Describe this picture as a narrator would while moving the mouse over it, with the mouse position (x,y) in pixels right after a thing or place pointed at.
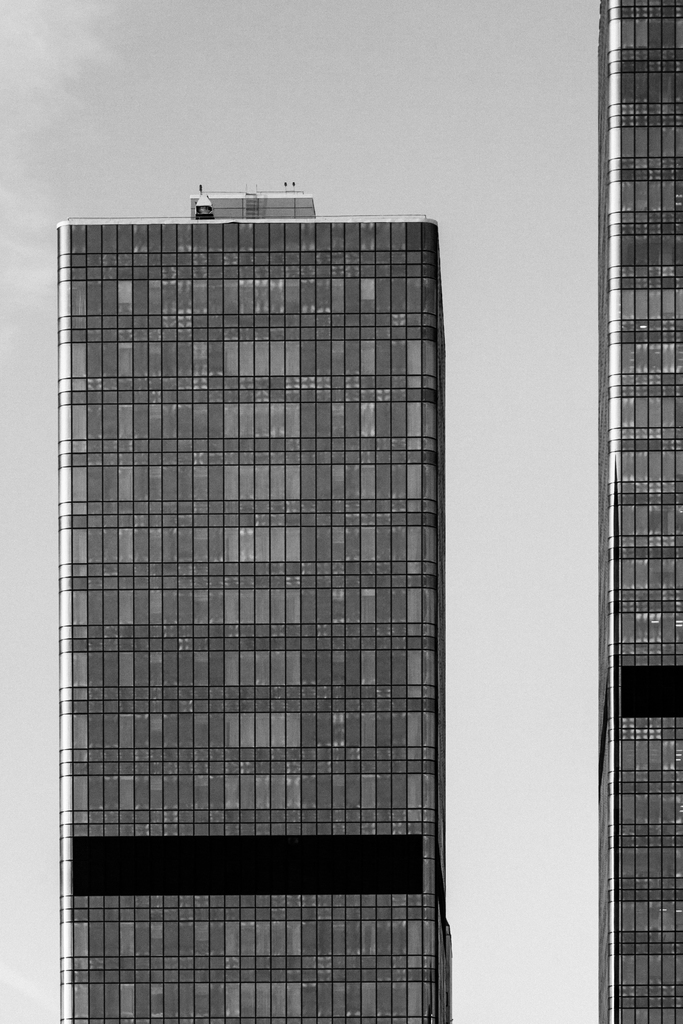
This is a black and white image. In this image we can see two buildings (389,638).
